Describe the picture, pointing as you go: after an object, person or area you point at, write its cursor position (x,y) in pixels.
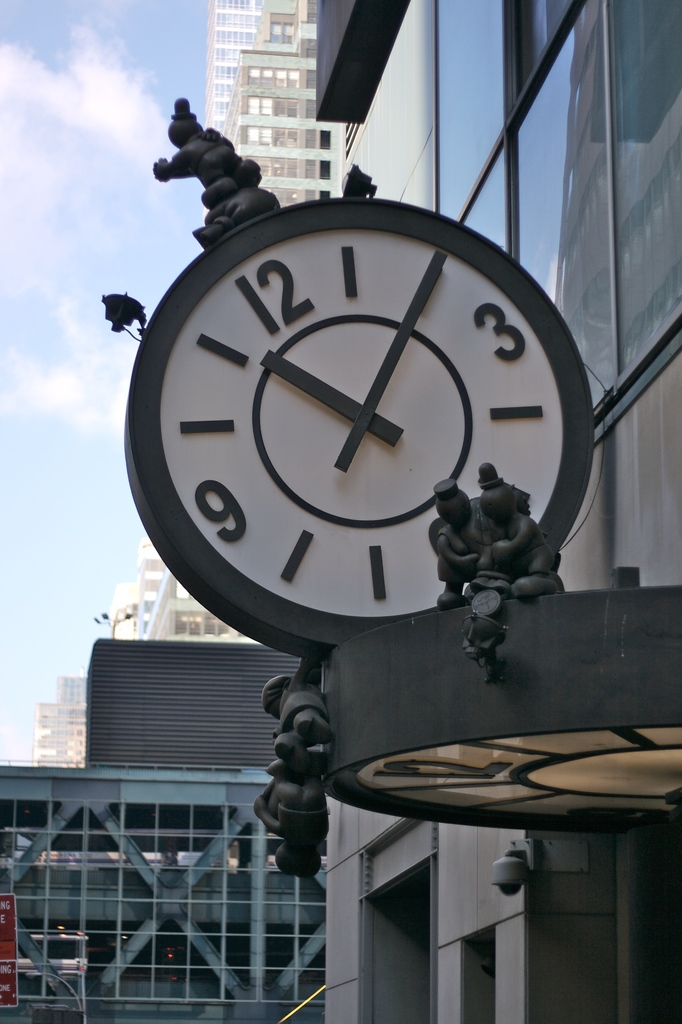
In this picture there are buildings (623,334). In the foreground (383,354) there is a clock (303,540) on the wall (617,536). At the bottom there is a cc-camera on the wall (543,1021). At the bottom left (13,988) there is a board (16,921) and there is text (5,979). At the top (53,92) there is sky (43,103) and there are clouds (81,347).
